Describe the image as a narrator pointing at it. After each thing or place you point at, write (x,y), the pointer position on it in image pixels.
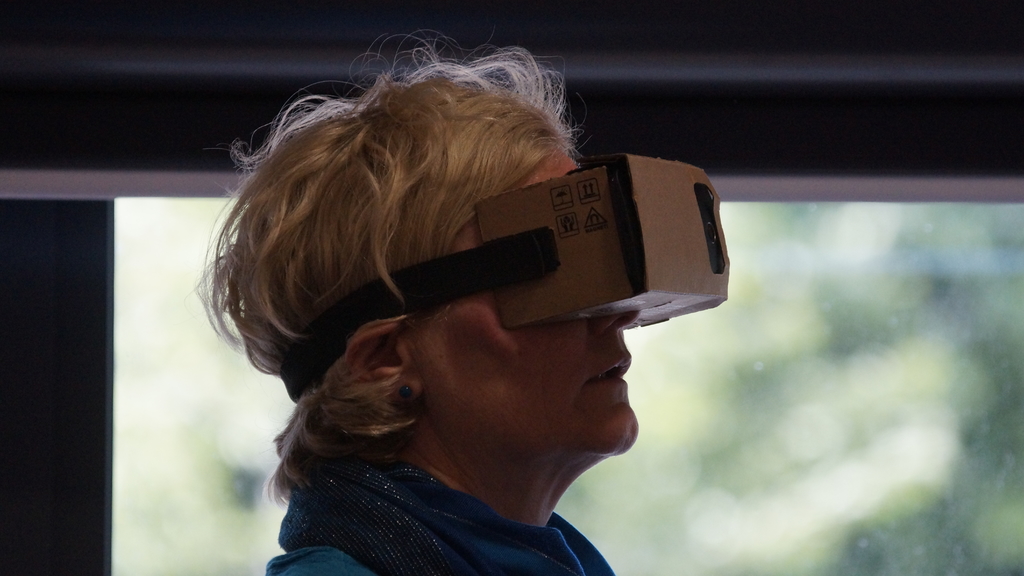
In this image, we can see a person (414,430) wearing clothes (452,526) and VR glass (524,278). In the background (765,274), image is blurred.
